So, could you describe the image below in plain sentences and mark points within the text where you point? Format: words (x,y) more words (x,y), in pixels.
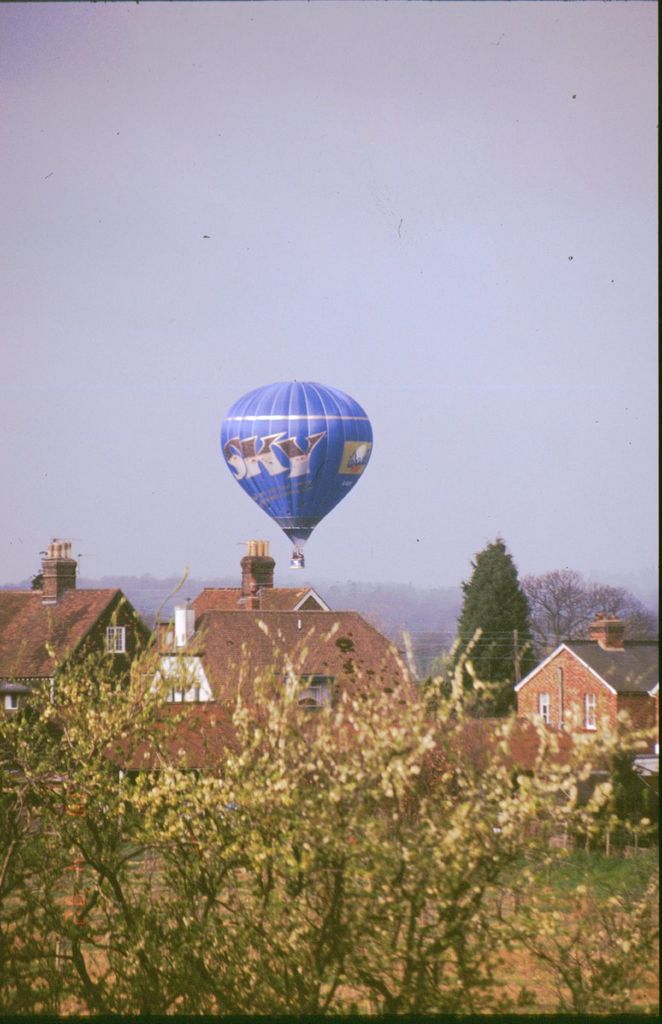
In this image, we can see a hot air balloon (283,459) is flying. At the bottom (541,702), we can see few houses (255,660), trees (619,735). Top of the image (404,244), there is a sky (249,281).
